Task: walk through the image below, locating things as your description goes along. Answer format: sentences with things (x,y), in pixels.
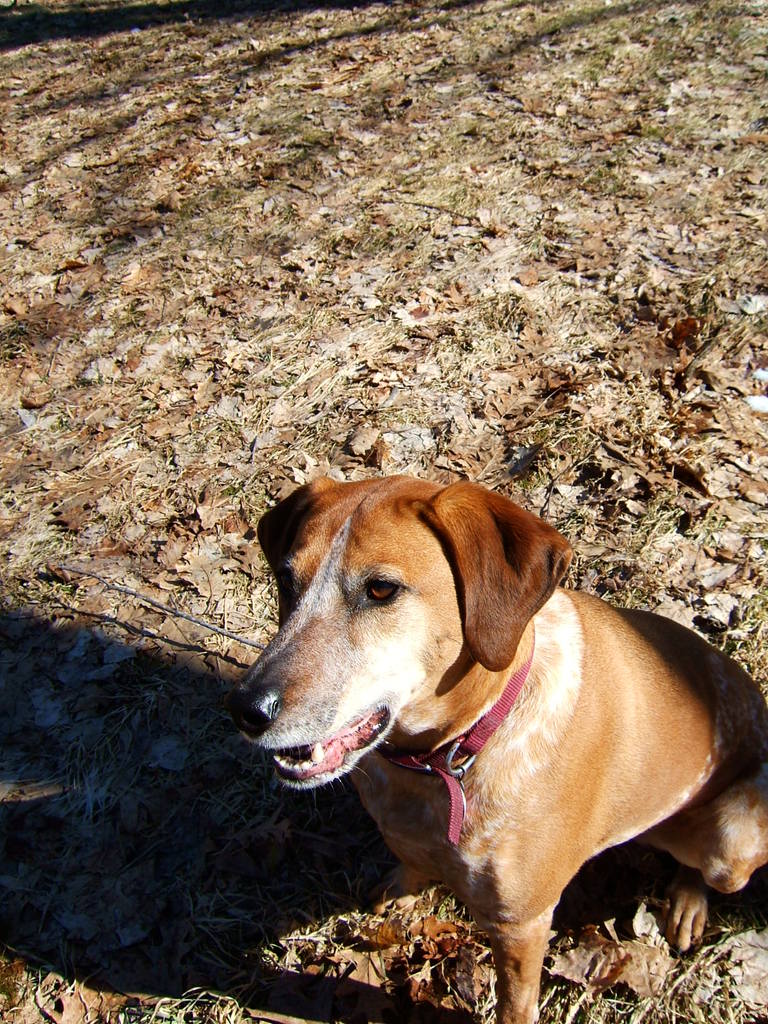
There is a brown color dog (628,762) having opened its mouth (386,712) and sitting on the ground (701,266), on which, there are dry leaves (637,247) and there is grass (430,195).
